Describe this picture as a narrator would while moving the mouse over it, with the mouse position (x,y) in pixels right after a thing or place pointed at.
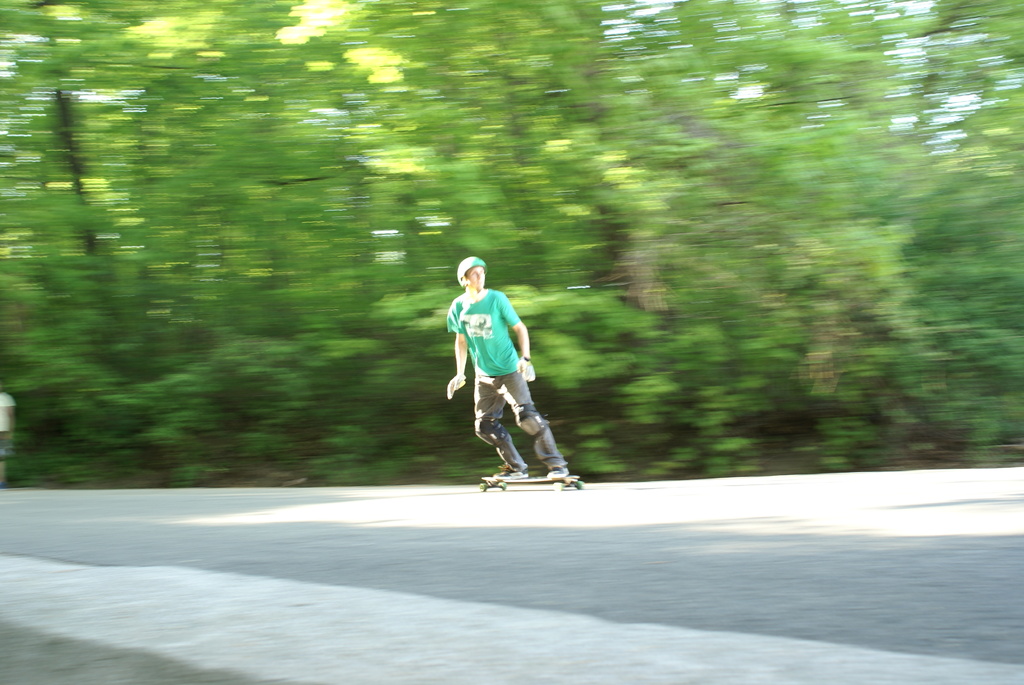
In this image I can see a road (478,519) in the front (511,484) and on it I can see a man (458,377) is standing on a skateboard (533,481). I can see he is wearing a green colour helmet (464,266), green t shirt (490,321) and knee guards (521,430). In the background (409,376) I can see number of trees (532,191) and I can see this image is little bit blurry. On the left side of this image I can see one more person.
